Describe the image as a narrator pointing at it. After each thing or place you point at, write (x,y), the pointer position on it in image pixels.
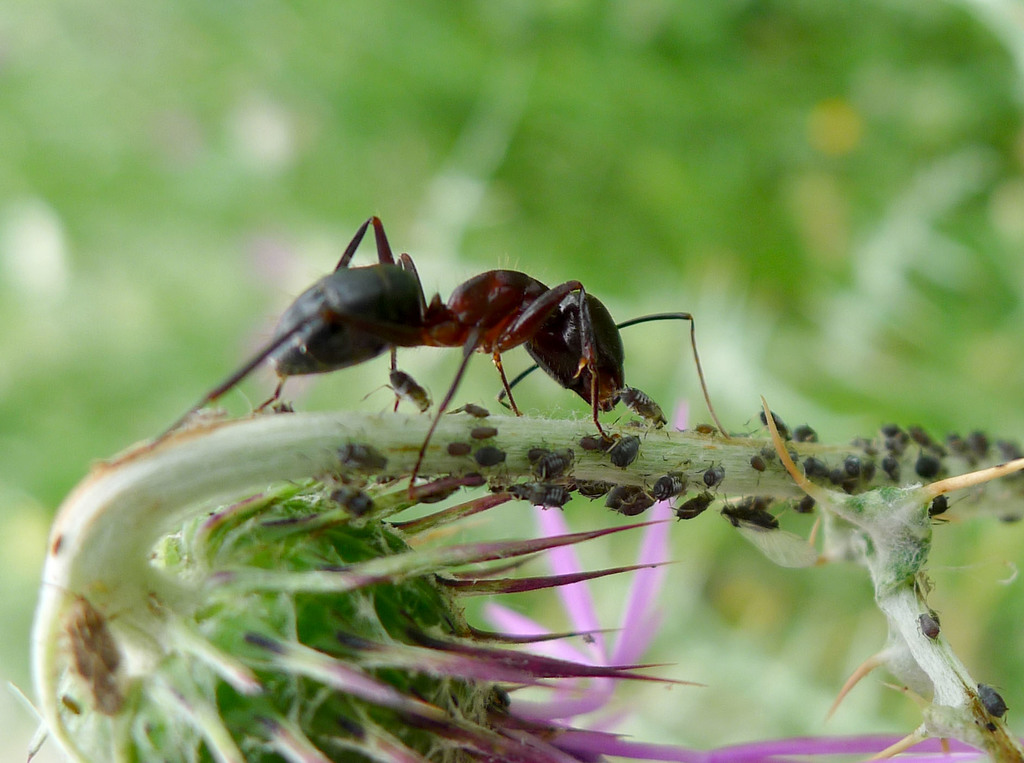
In this image we can see an ant (493,345) and insects (536,457) are on a plant (950,474) which is having a flower (625,666). In the background (243,337) the image is blur but it is greenery (626,266).
